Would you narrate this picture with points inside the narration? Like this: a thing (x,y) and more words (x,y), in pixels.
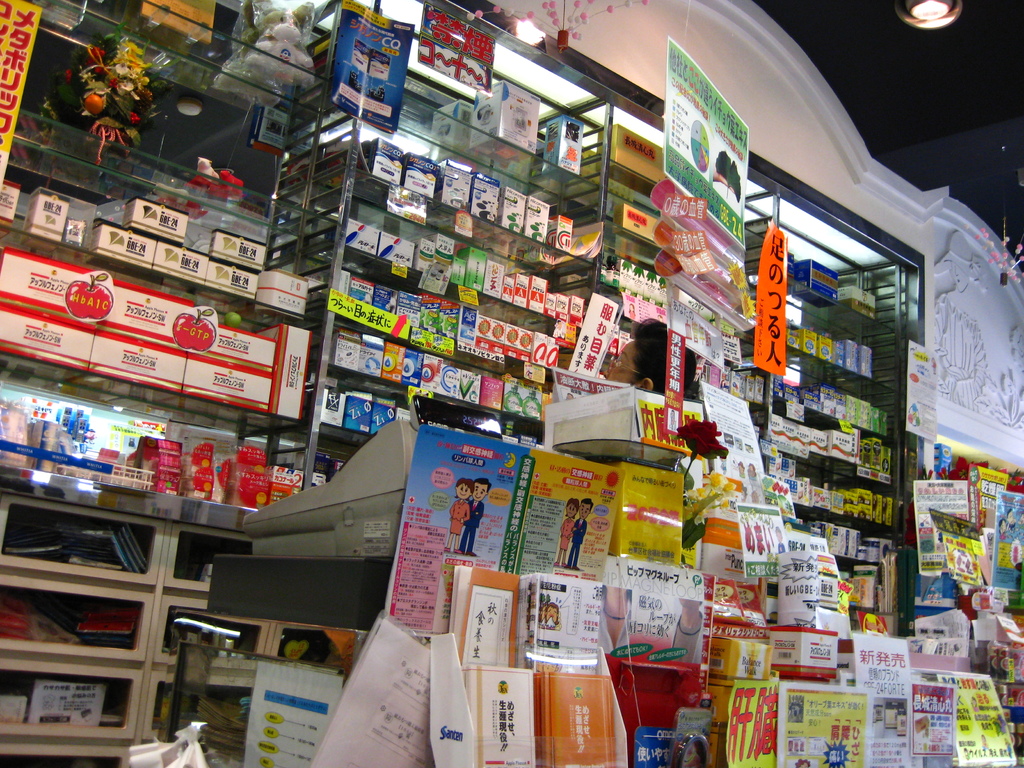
In the picture it looks like some store (853,609) and there are a lot of items (571,612) kept in that store (653,621), at the center (345,490) there is a machine (343,485) kept on a table (299,570), behind that machine (289,559) there is a person (626,356).
